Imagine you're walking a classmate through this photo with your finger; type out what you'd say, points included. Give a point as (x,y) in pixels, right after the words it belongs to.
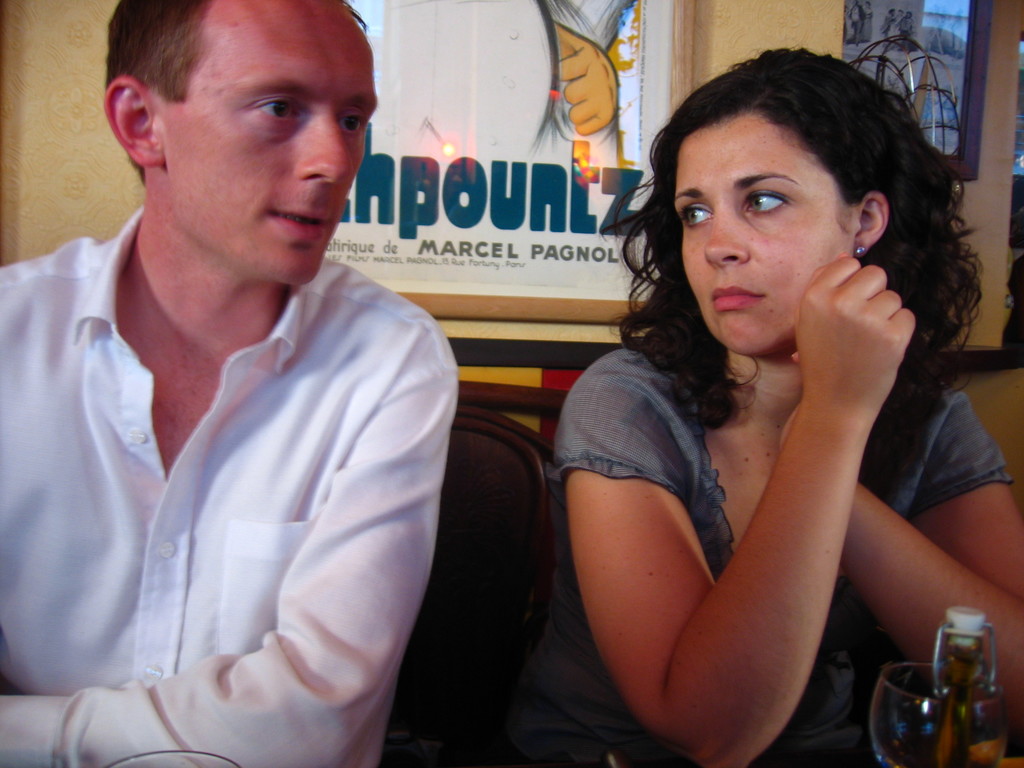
A couple (248,243) are sitting in chairs (457,520) at a table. Man (352,712) is wearing white shirt (240,554) and women (590,432) wearing a ash color dress (574,438). There are some glasses (925,708) on the table (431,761). There is poster (522,289) behind them.
